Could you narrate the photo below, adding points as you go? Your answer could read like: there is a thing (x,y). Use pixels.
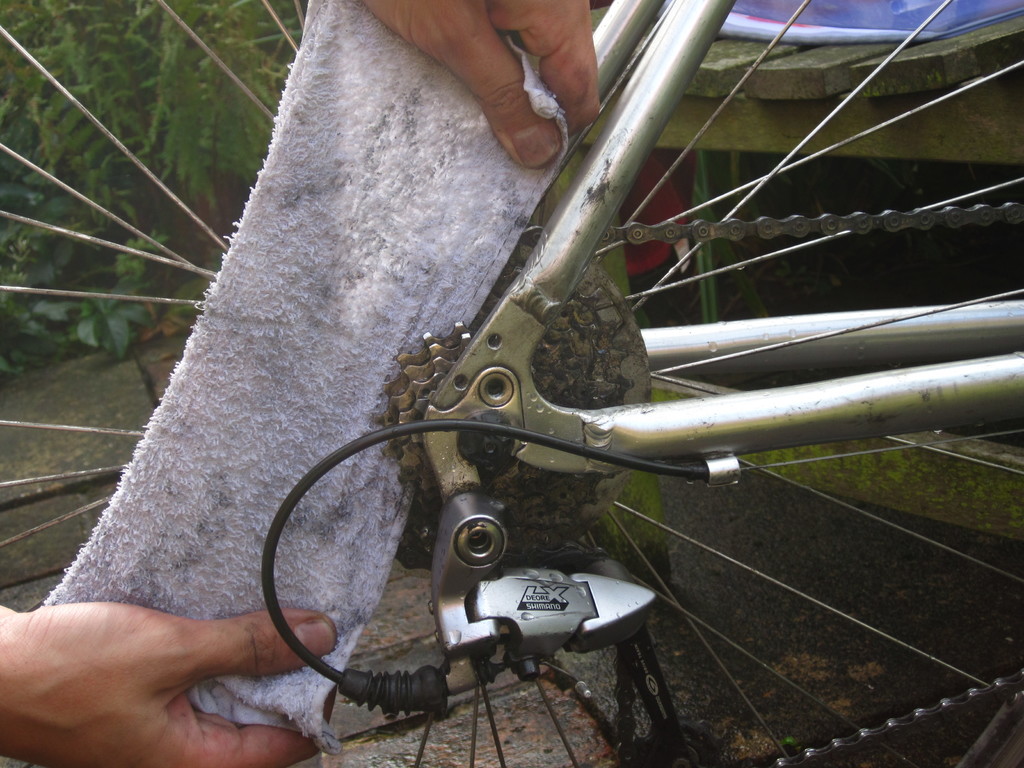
In the center of the image (450,277) we can see cycle wheel (663,283), chain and napkin (420,199). In the background (57,154) we can see trees (248,68) and bench (824,77).
